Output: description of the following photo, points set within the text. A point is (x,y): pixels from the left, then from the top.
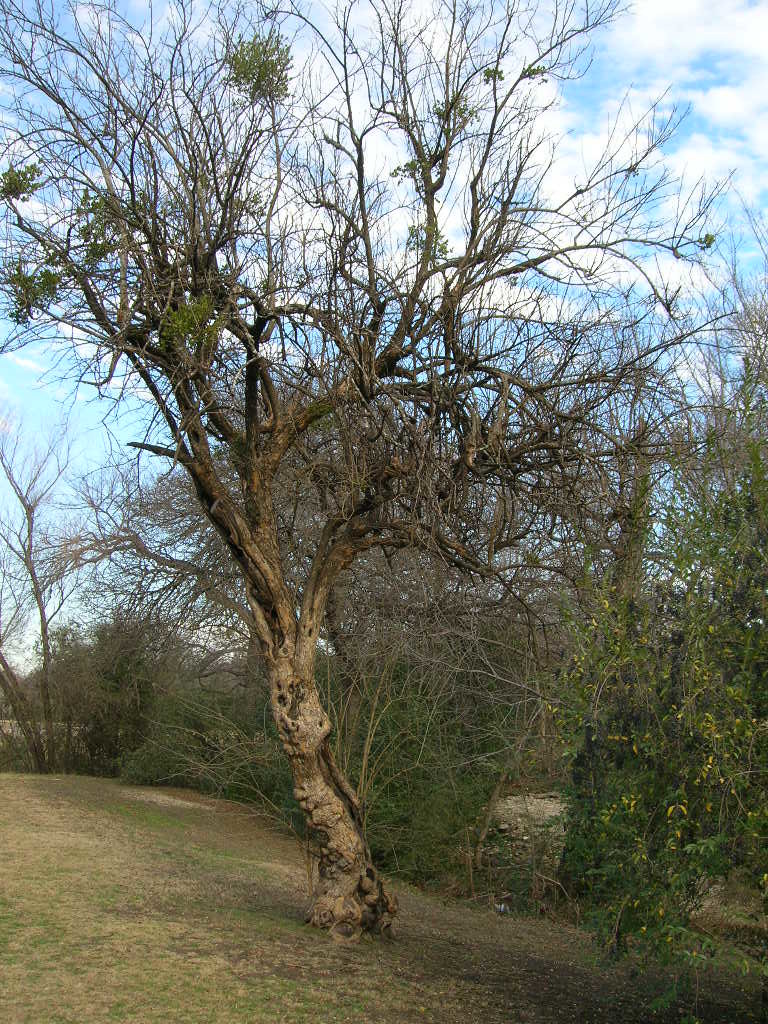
In the picture we can see a grassy surface slope (381,951) with a tree (338,933) on it which is some part dried and behind it, we can see some plants (220,756) and trees (121,726) and in the background (79,393) we can see a sky (329,379) with clouds (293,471).
